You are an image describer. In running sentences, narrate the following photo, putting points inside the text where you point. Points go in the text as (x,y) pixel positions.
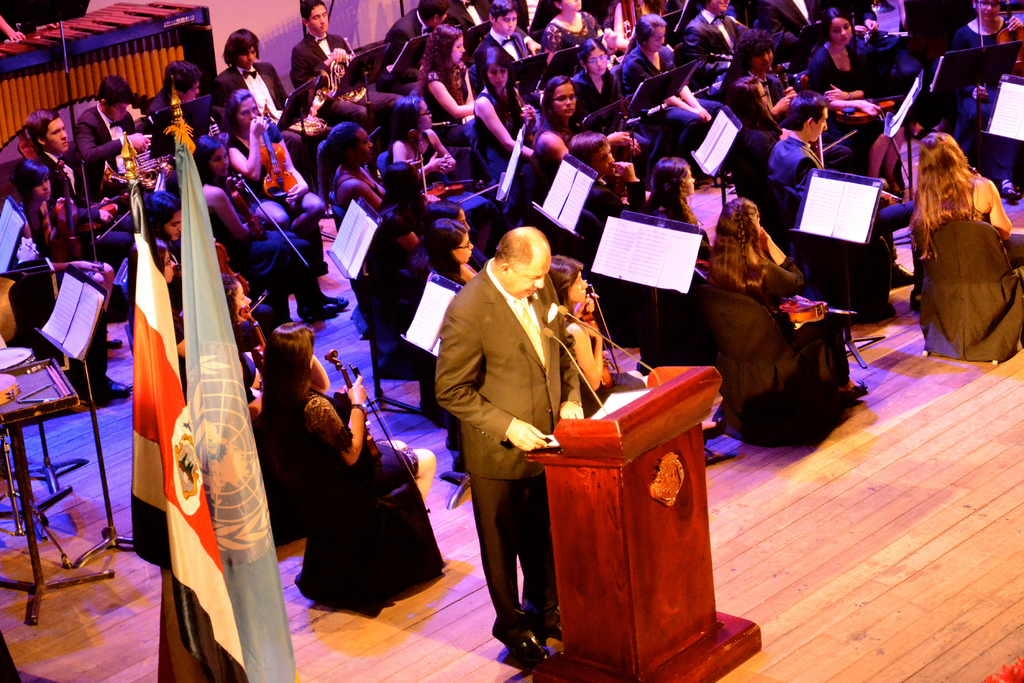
In this picture we can see people (757,42) are sitting on the chairs (953,238) and they are playing musical instruments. There is a man (526,228) standing on the floor (474,631). Here we can see a podium (626,459), mike's (595,397), papers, stands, and flags (237,679). In the background (290,60) we can see a wall (350,25).
